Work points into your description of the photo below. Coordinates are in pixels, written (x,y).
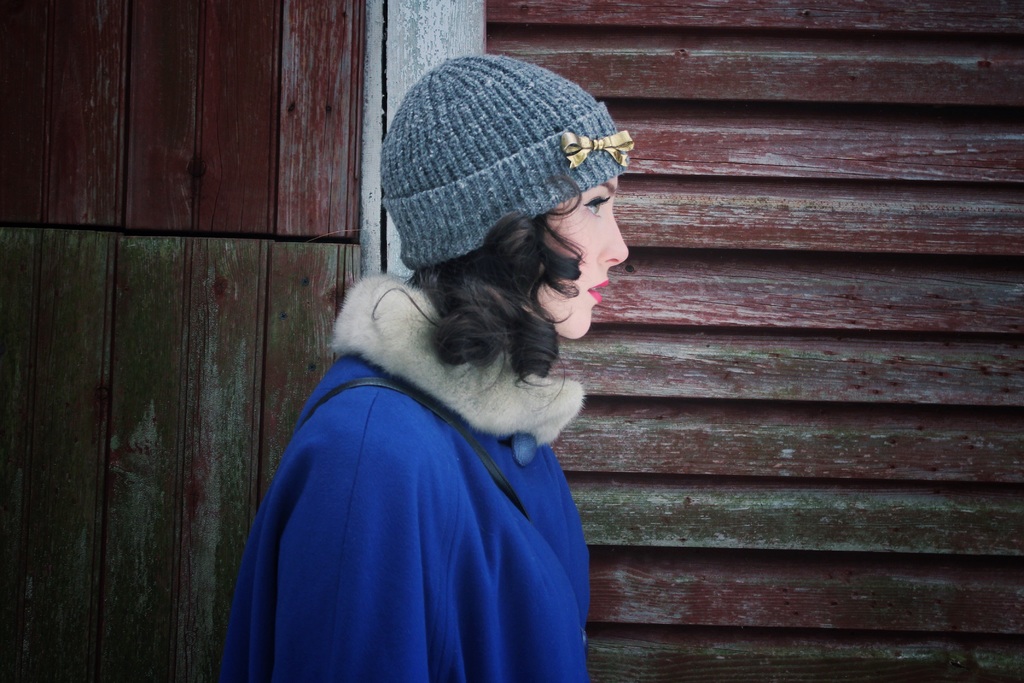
In this image we can see a woman (446,473) wearing a blue color jacket (446,473) and a gray color cap (533,181). There is a wooden wall (659,282) on the backside (788,272).
